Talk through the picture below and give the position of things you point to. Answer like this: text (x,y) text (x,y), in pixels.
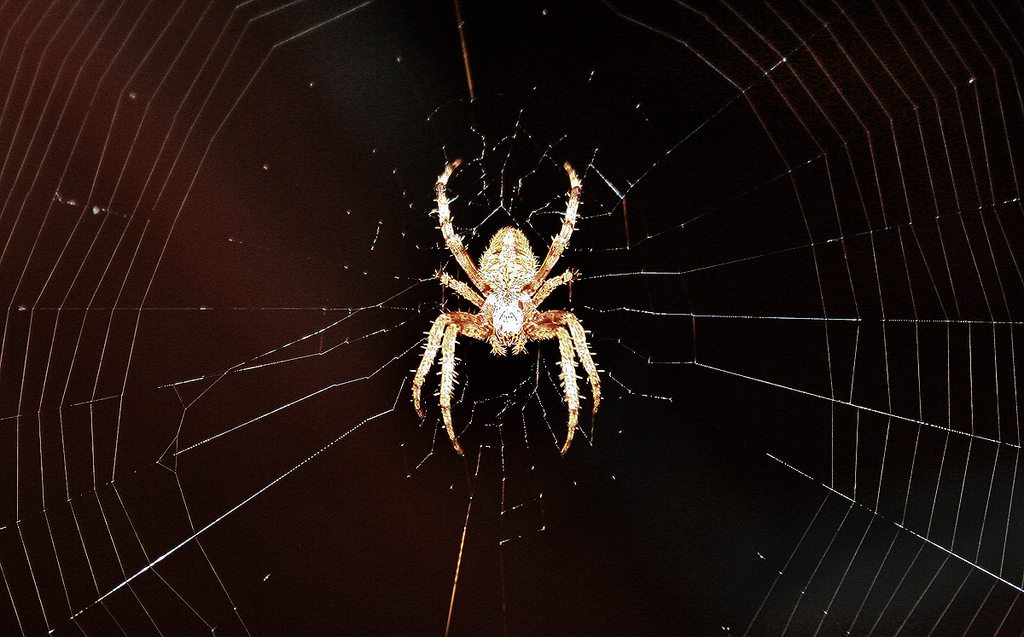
Here we can see spider (497,272) and spider web (443,299). Background (395,121) it is dark.
